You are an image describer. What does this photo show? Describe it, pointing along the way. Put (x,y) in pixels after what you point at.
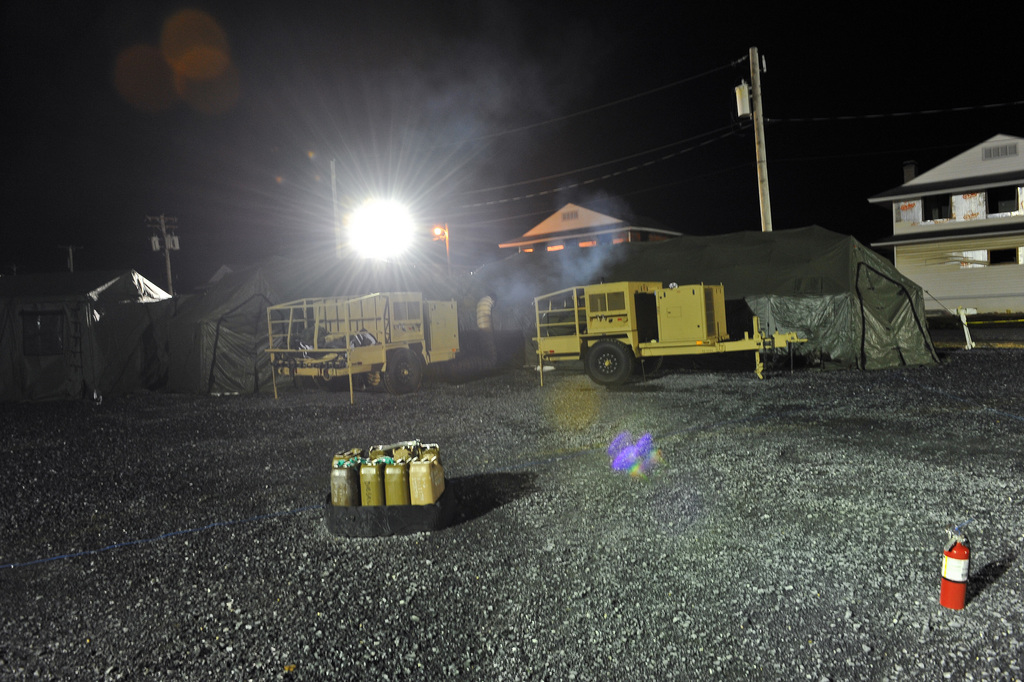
In this image in the center (496,297) there are some vehicles (791,339), tents (261,343), buildings (995,148), pole (753,70), wires (790,121) and lights (439,234). At the bottom (133,533) there is walkway (832,469), and in the center (402,454) there are some cans (407,501) and on the right side of the image (956,572) there is one cylinder (957,573).
